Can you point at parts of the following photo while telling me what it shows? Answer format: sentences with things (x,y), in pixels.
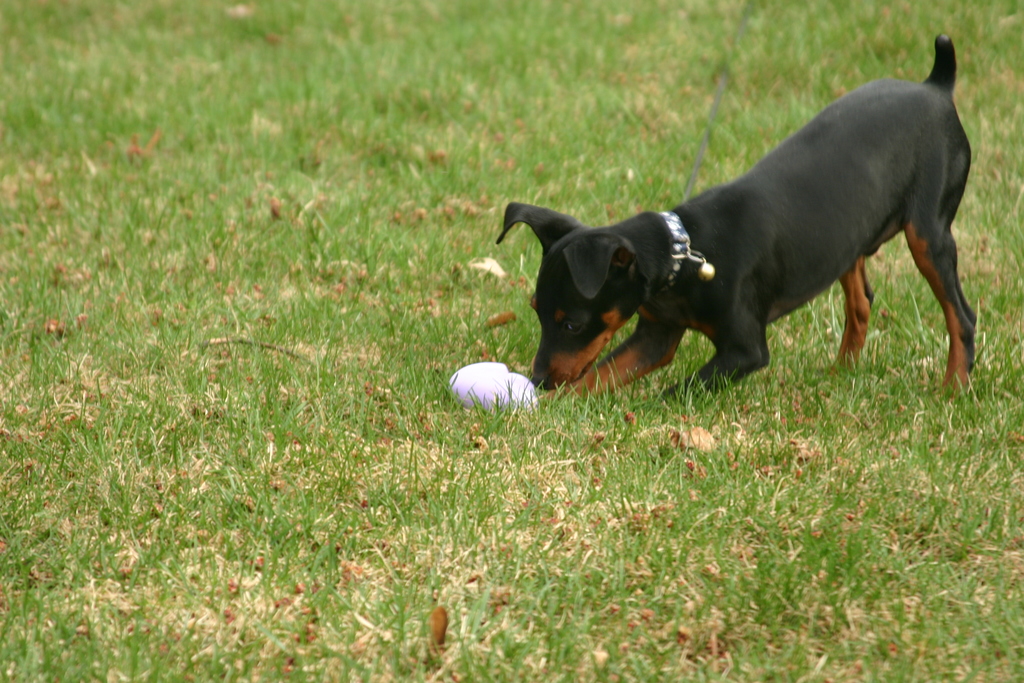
In the picture we can see a grass surface (524,314) with some dried leaves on it and we can also see a dog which is black in color and some brown color part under it and in the grass (460,437) near its mouth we can see some white color substance (483,366).
